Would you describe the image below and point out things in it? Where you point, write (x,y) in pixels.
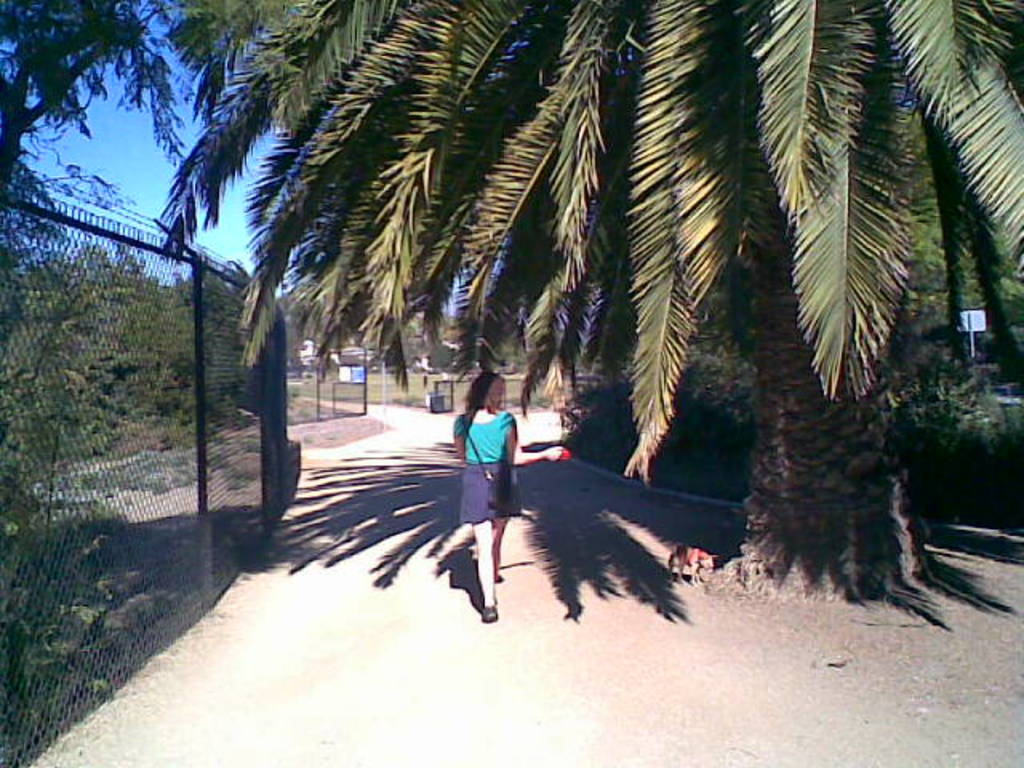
In this image a lady (488,484) is walking. This is a dog (692,570). In the left (203,487) there is net boundary (161,415). In the background (365,401) there are trees (296,325), boundary (363,388), buildings (334,353).
